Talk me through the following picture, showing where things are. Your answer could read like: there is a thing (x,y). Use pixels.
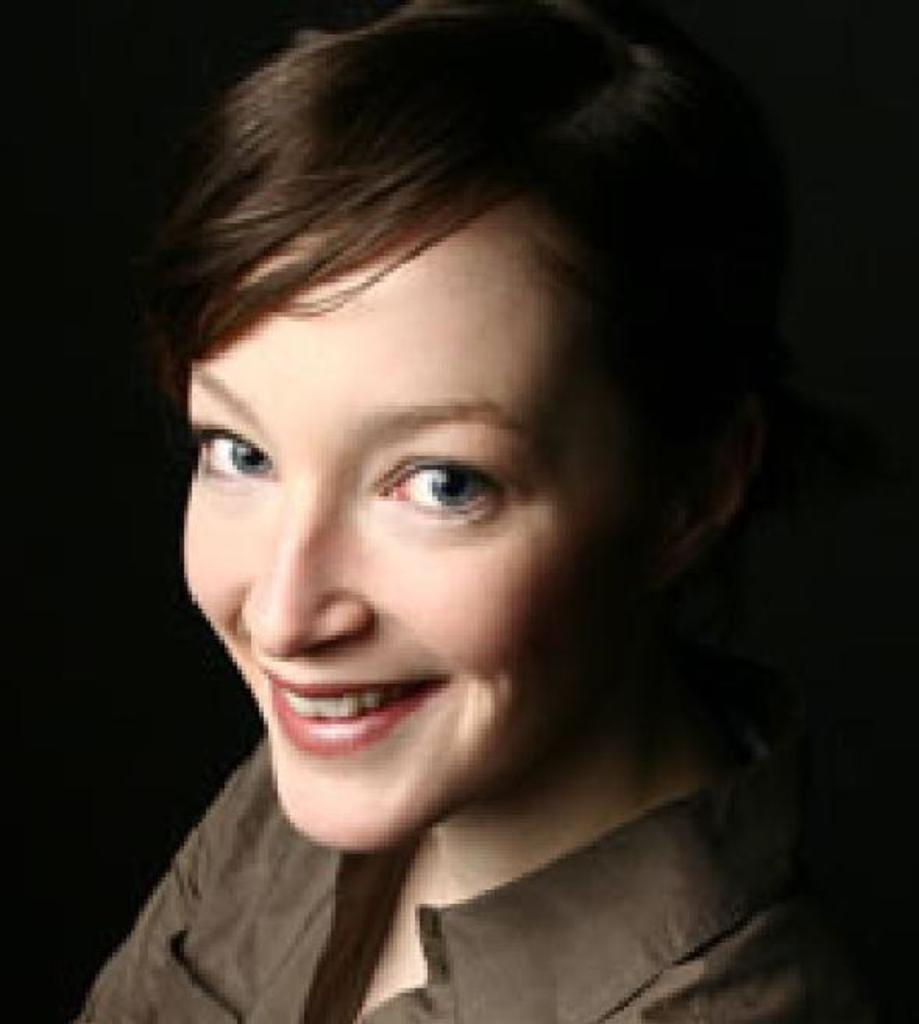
There is a woman (495,222) in a shirt (434,909), smiling. And the background (116,24) is dark in color.
